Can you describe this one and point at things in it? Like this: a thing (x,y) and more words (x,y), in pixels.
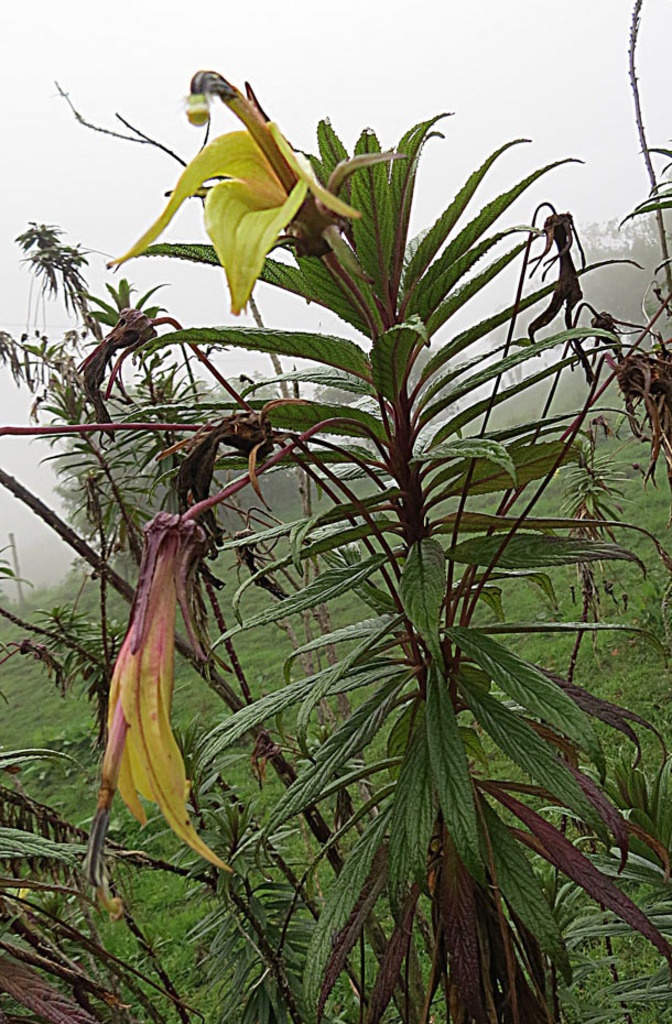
In this picture we can see plants (392,626), flowers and in the background (477,503) we can see grass (488,510), trees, sky (57,184).
